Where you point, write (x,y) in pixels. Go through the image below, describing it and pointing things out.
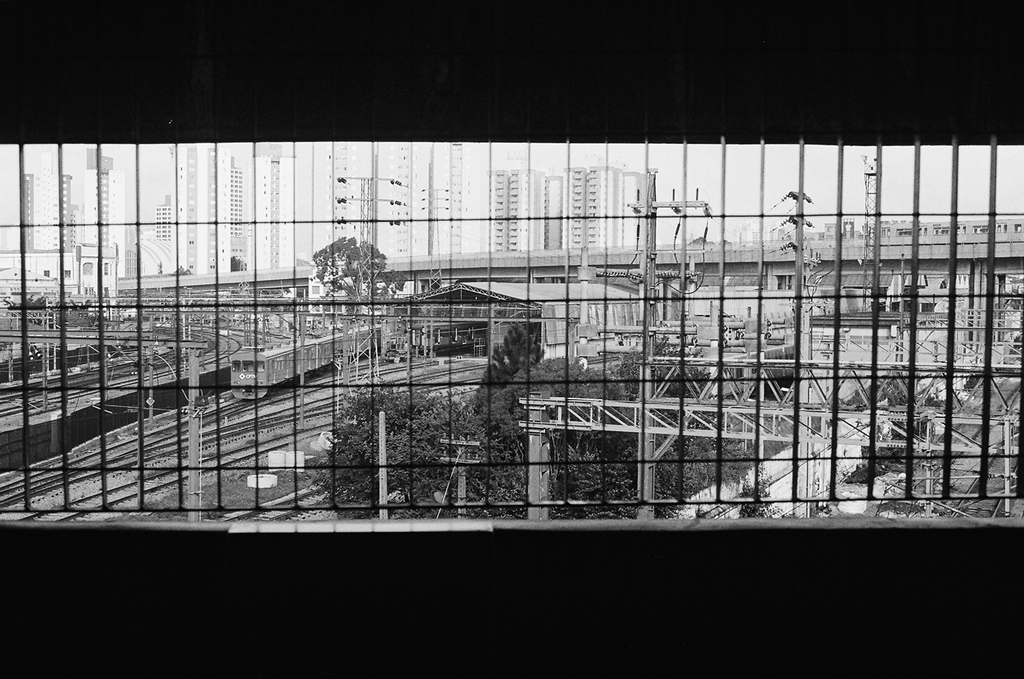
In this picture I can see the train (312,361) on the railway tracks (258,400). Beside that we can see the shed (549,319). In the center I can see the bridge (532,256). In the background (395,284) I can see the trees (395,284), plants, poles (372,202), street lights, buildings (535,192), sky (713,232) and other objects (1006,360). At the bottom (522,535) I can see the darkness.
